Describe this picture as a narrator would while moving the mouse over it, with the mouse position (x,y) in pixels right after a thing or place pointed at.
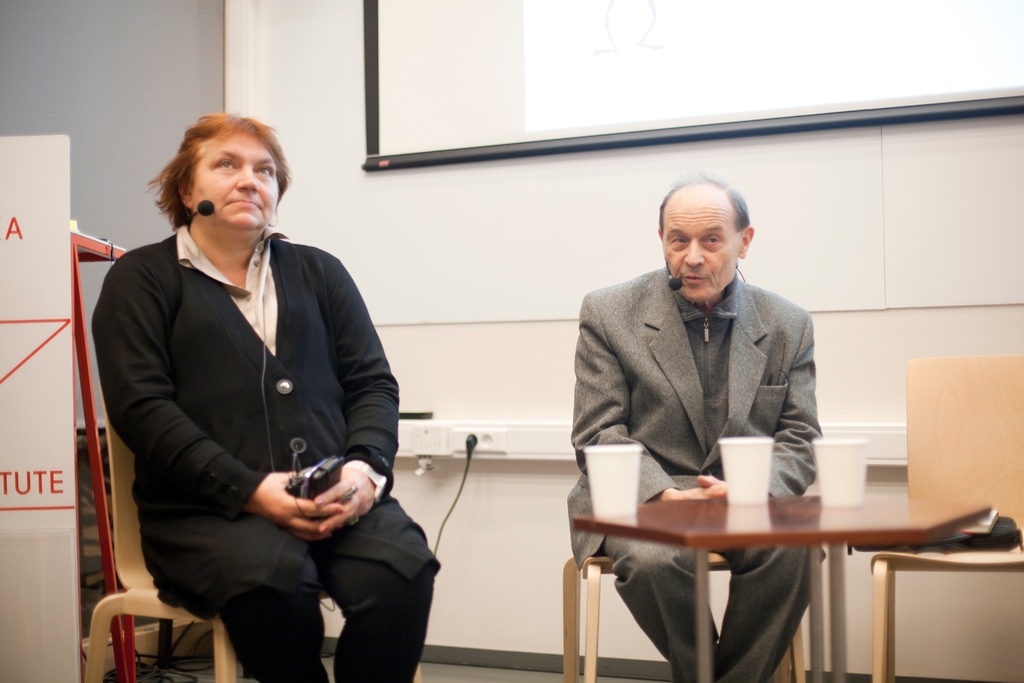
In this picture we can see two people (357,438) sitting, there is a table (724,501) in front (723,514), the table (741,511) consists of three cups (736,498) and on the right side of the image (937,467) we can see chair (970,461) in the background (723,95) we can see a projector screen (716,84) and also we can see a wall (358,70) in the background (300,69), the two persons (260,371) wearing Mics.
